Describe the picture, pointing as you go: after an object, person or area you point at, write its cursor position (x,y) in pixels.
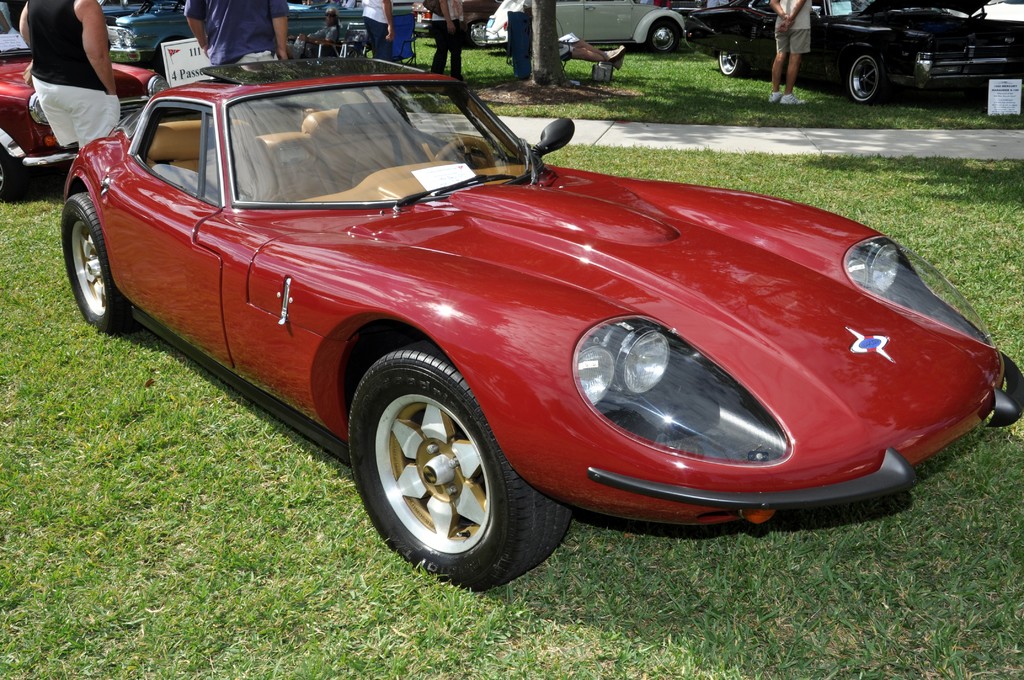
In this picture we can see a red car (286,376) on the grass ground (325,587). In the background (34,136), we can see many people (67,41) and vehicles (886,47) on the grass (1019,185).
